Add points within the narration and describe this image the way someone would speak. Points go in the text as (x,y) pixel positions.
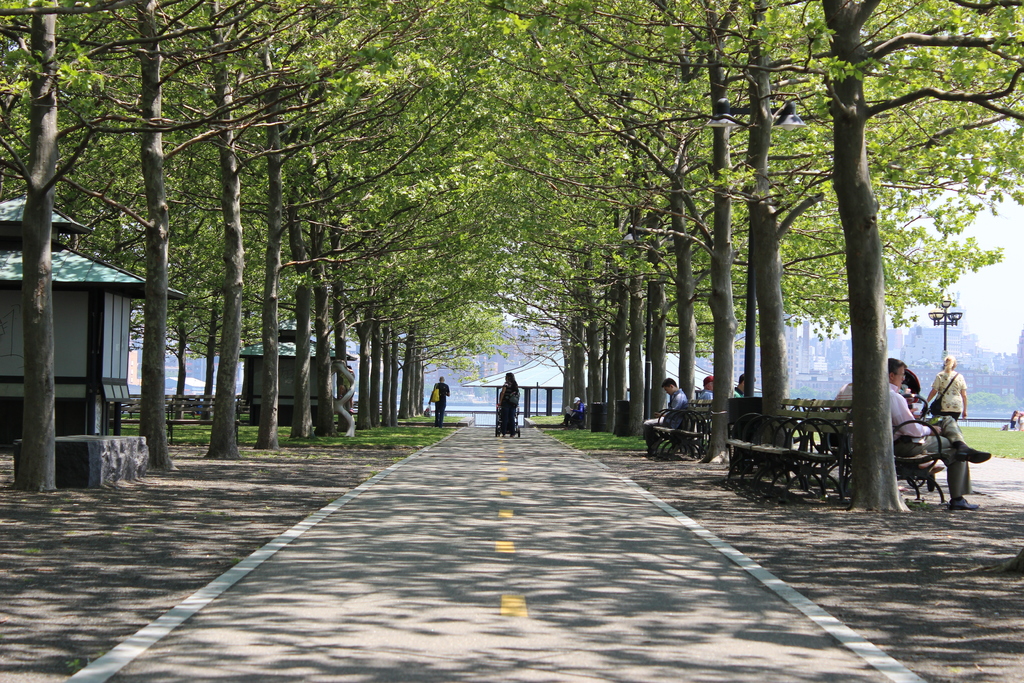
In this image we can see the houses (6,322), buildings (842,372), light pole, benches (704,420), grass (359,431) and also the trees (580,175). We can also see the road (579,509), people (581,419), path (978,489) and also the sky (993,301). In the background (531,371) we can see the roof (519,368) for shelter.
